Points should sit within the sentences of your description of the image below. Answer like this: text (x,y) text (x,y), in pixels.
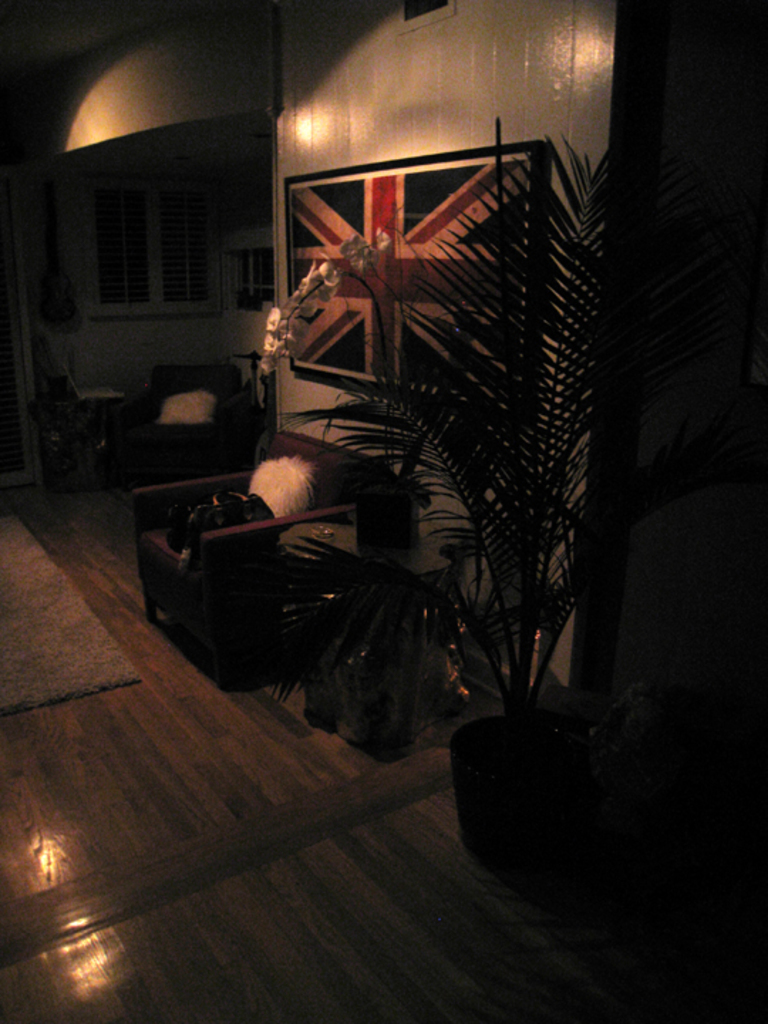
In this image I can see the flower pot (529,589), table (352,659) and the couches (159,549). I can see some objects (185,535) on the couches (152,493). In the background (45,320) I can see the board (363,301), window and the musical instrument (61,298) to the wall (72,271).
